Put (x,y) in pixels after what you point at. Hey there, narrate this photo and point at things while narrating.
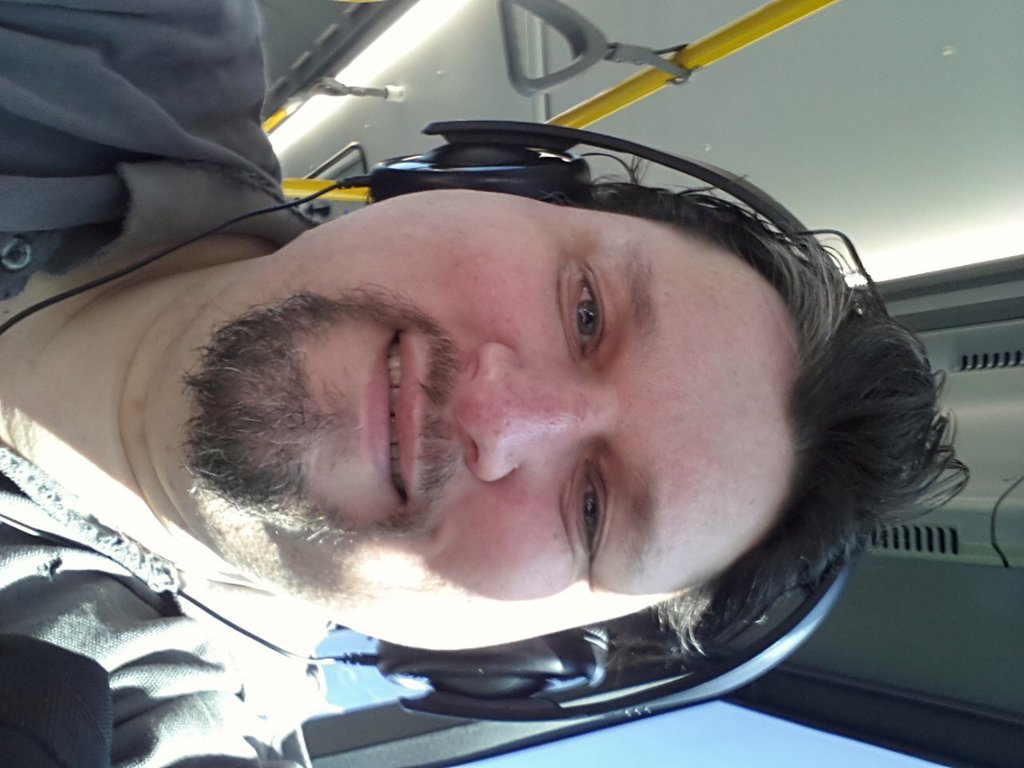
In this image I can see a person (250,498) wearing grey shirt (151,173) and the person (196,132) is also wearing headset (505,157), right I can see pole (626,91) in yellow color.
